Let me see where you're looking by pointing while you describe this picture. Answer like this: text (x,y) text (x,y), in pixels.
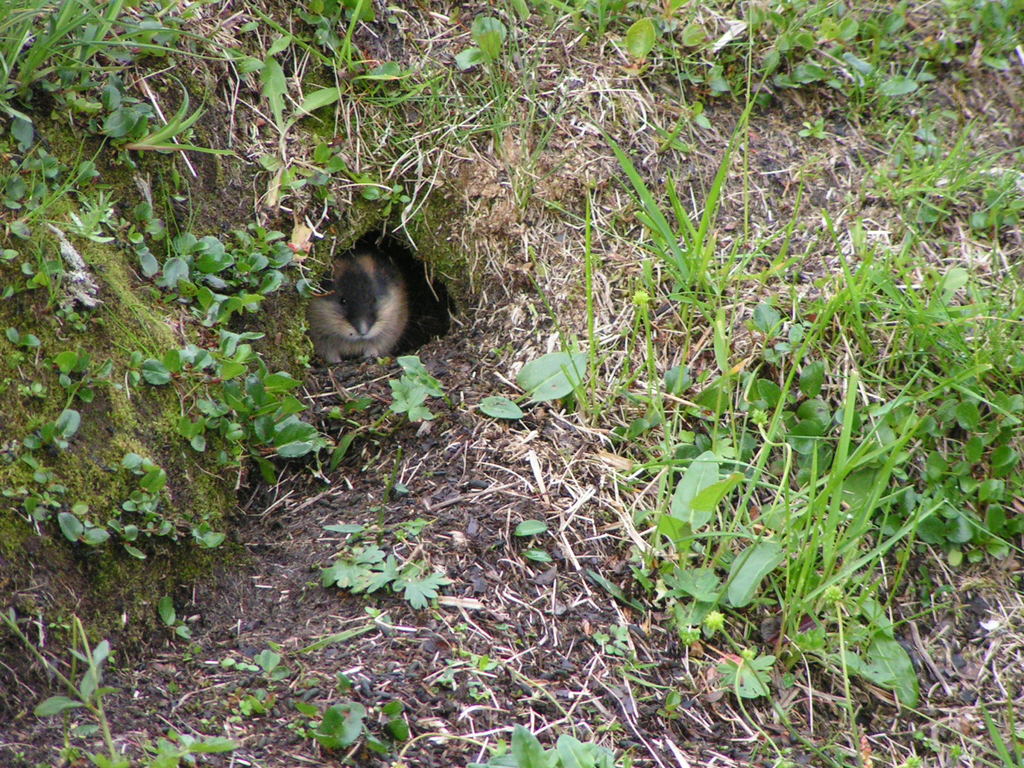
In this image we can see an animal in the burrow (409,250). In the background (255,25) there are plants (756,425) and grass (725,537).
